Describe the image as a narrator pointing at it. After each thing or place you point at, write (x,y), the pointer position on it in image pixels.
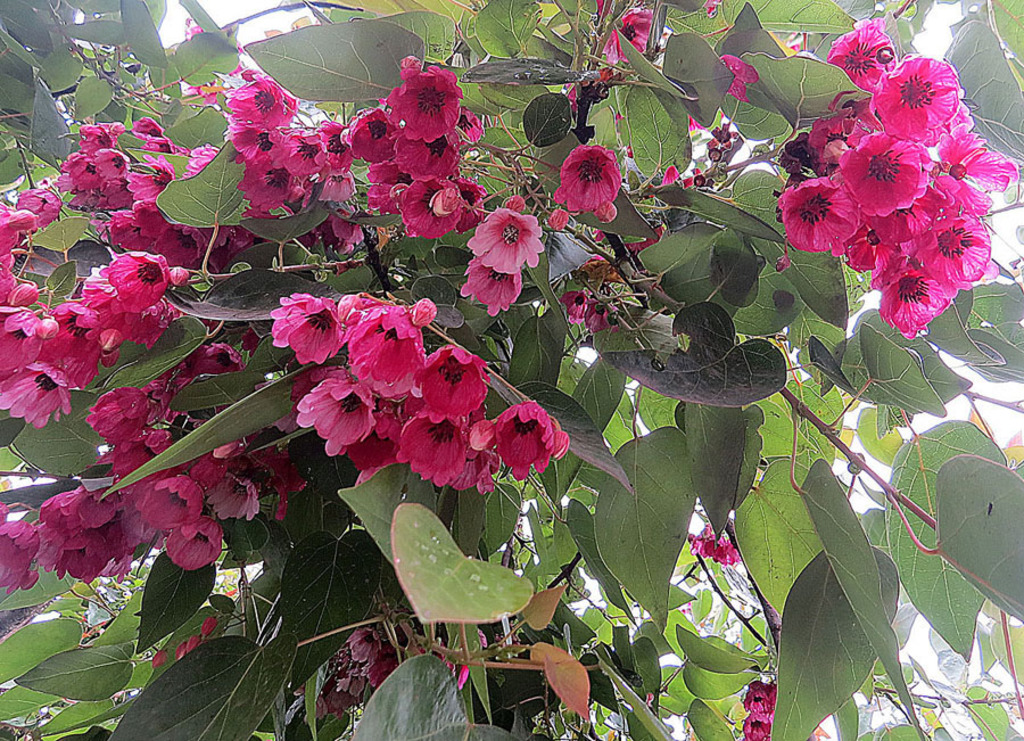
In the image in the center (344,338), we can see trees (689,369) and flowers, which are pink in color.
